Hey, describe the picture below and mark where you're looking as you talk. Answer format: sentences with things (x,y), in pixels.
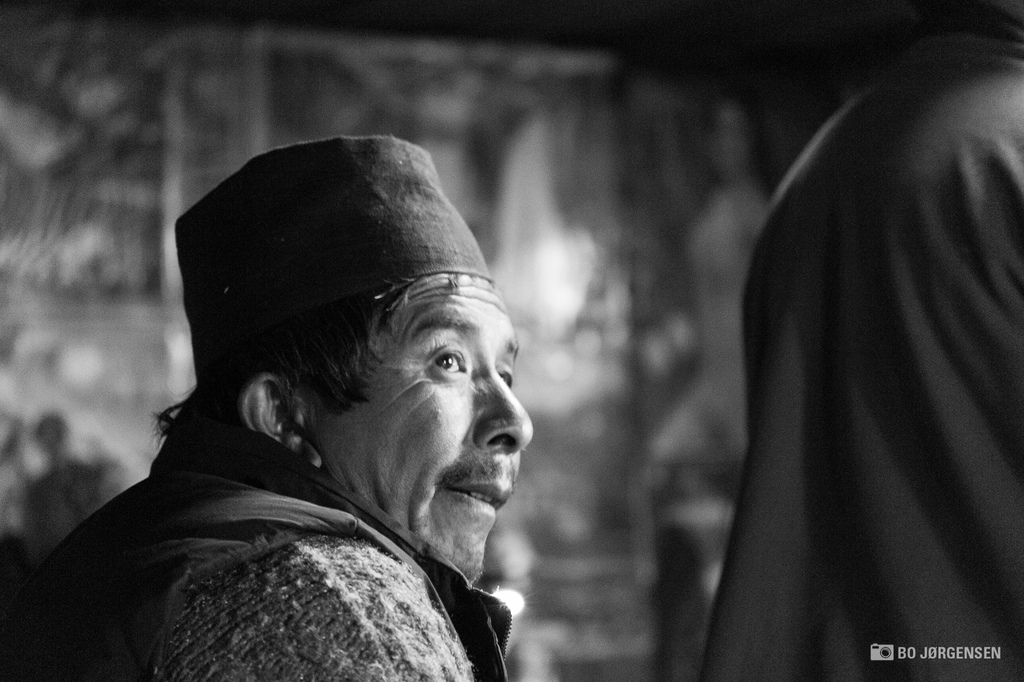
In this image, in the foreground (498,293) there is an old person (249,421), and he is wearing a hat (386,144).
